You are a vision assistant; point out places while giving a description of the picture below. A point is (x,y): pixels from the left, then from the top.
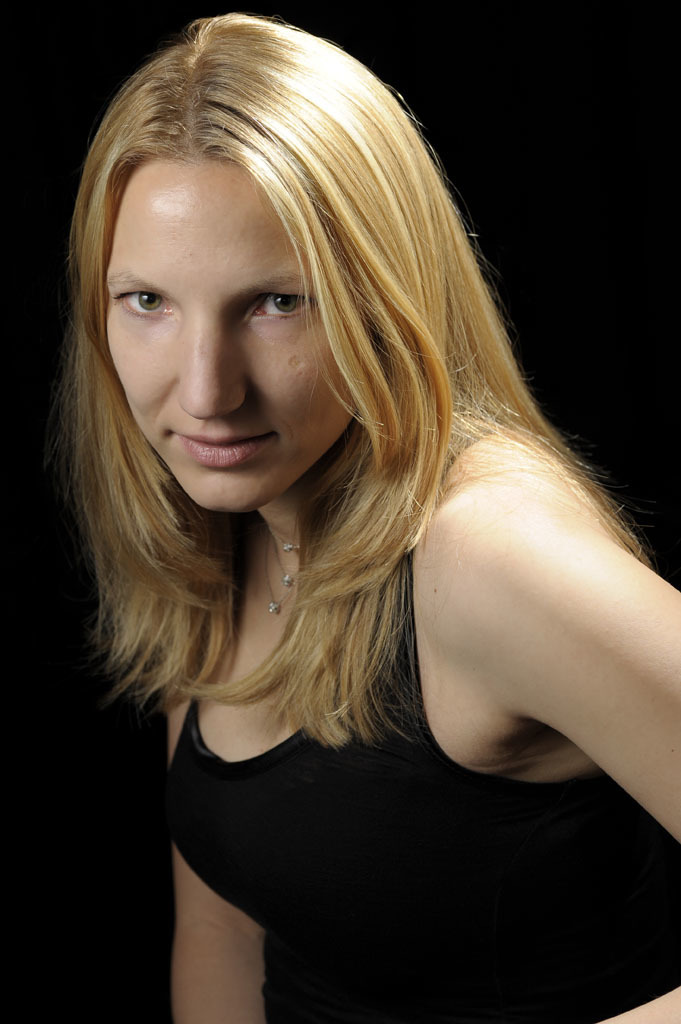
In this image, we can see a woman (312,142), she is wearing a black color dress (394,925).
